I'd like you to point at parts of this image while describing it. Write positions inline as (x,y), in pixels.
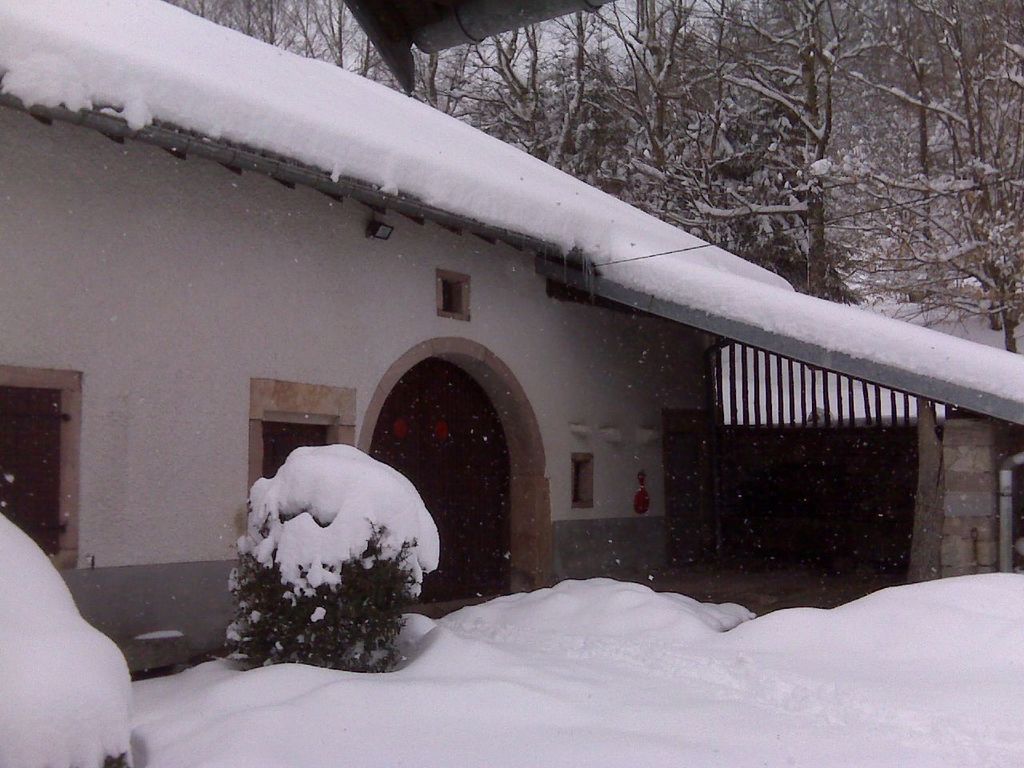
In this image in the center (604,437) there is one houses (241,444) and some plants (97,632), and plants (103,641) are covered with snow (58,722). At the bottom (546,687) there is a snow (823,628), and in the background (812,116) there are some trees (684,75).
